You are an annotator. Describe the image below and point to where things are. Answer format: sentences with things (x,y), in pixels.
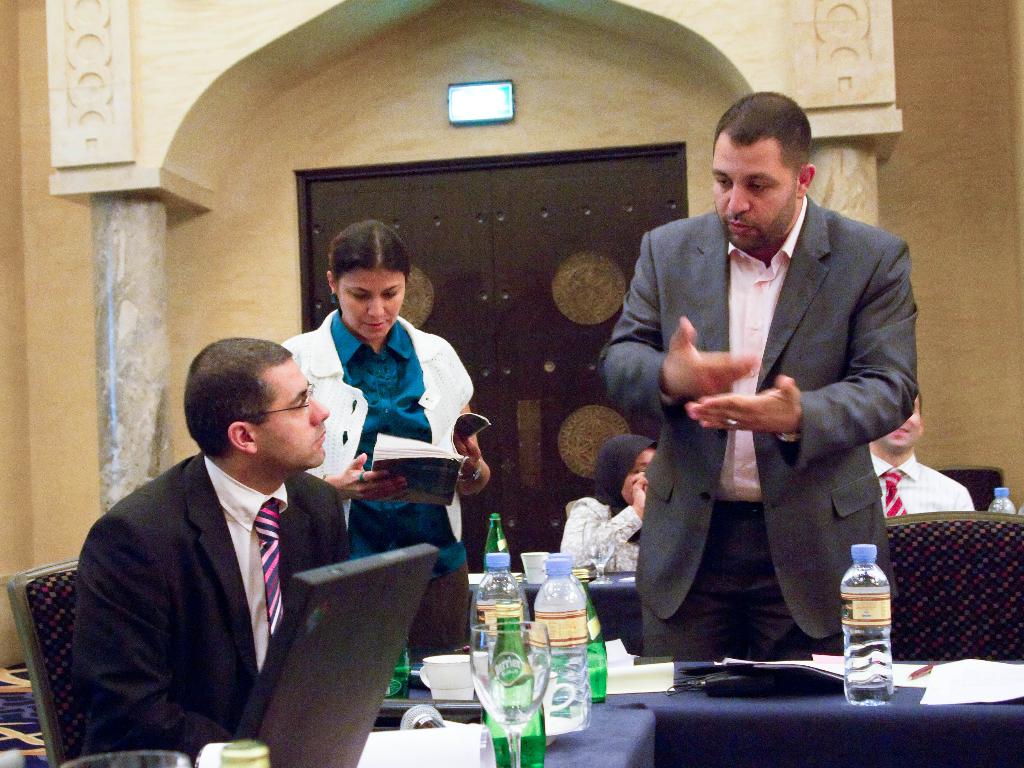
This 2 persons (787,570) are standing, this person (820,445) wore a suit (818,417) and trouser (716,620), this woman (412,414) is holding a book (414,460). In-front of this woman (437,510) a man (166,584) is sitting on a chair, in-front of this person (222,641) there is a table (795,753), on a table (930,724) there are bottles (508,597), glasses (509,664), cup (462,662) and laptop (293,659). Far few persons (584,520) are sitting on a chair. This is door (515,324).
